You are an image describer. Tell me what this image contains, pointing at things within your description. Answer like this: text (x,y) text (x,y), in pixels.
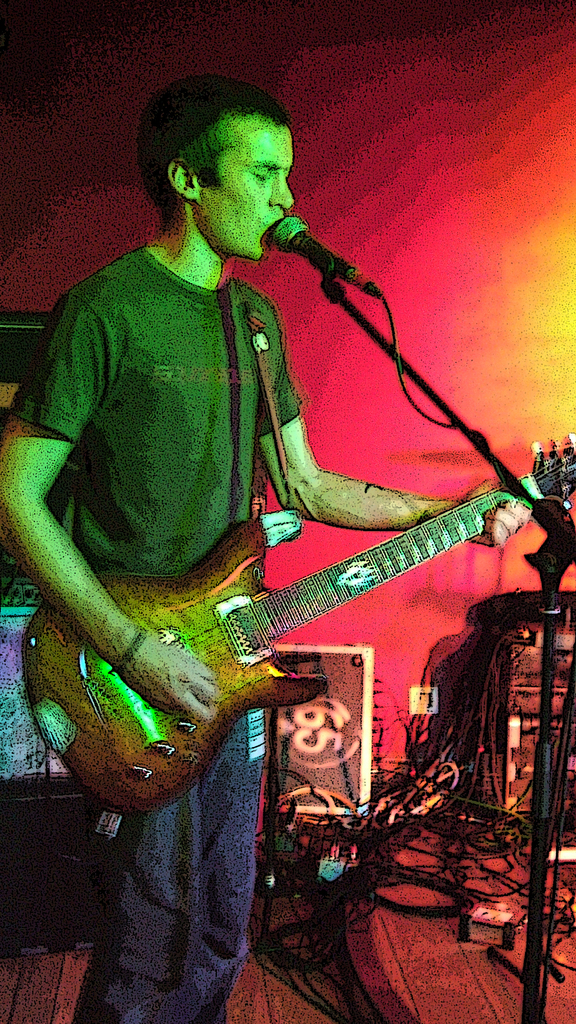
In this picture there is a boy (236,954) who is standing at the left side of the image (171,464), by holding the guitar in his hands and there is mic (302,218) in front of him, there are some wires (409,798) and speakers (510,798) at the right side of the image (510,743).
